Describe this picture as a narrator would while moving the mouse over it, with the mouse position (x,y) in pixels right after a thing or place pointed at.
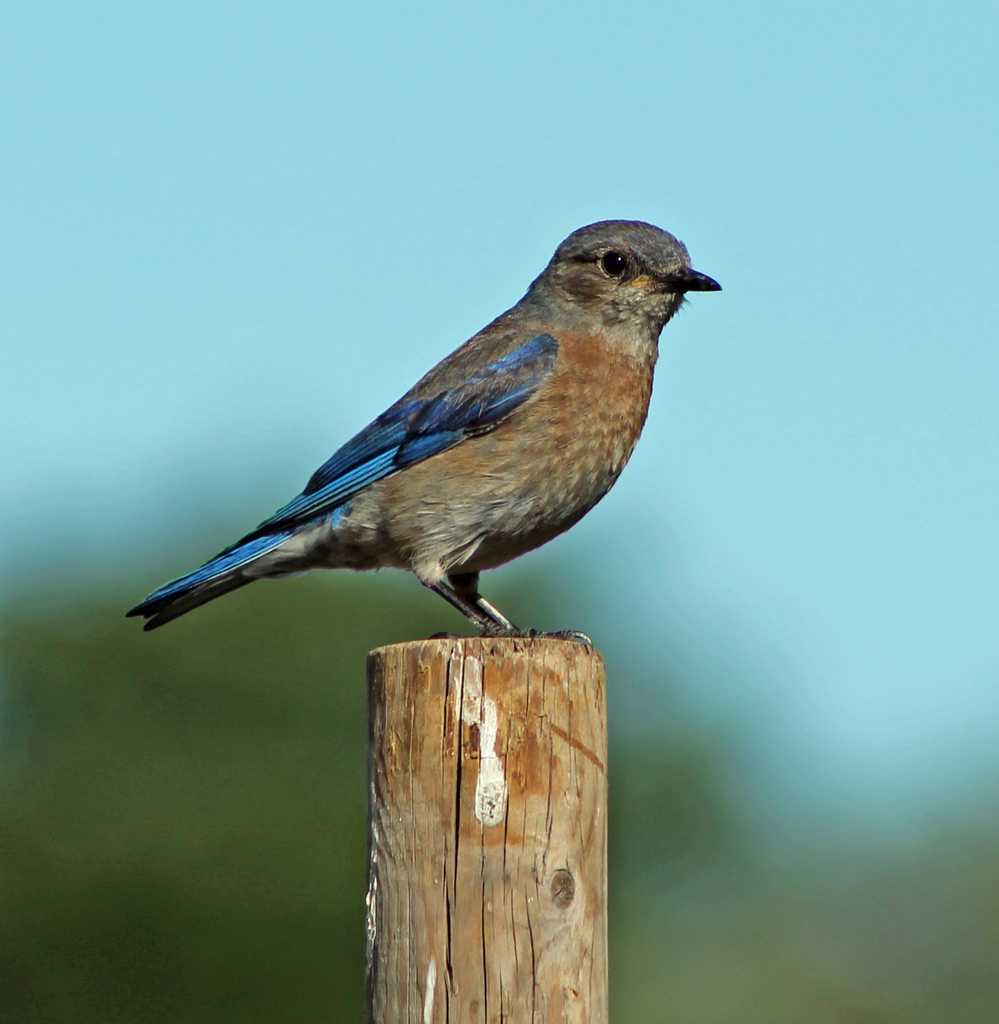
In the picture we can see a bird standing on the wooden pole (463,912) and in the background (840,916) we can see plants (355,756) and sky (973,674) which are visible.
